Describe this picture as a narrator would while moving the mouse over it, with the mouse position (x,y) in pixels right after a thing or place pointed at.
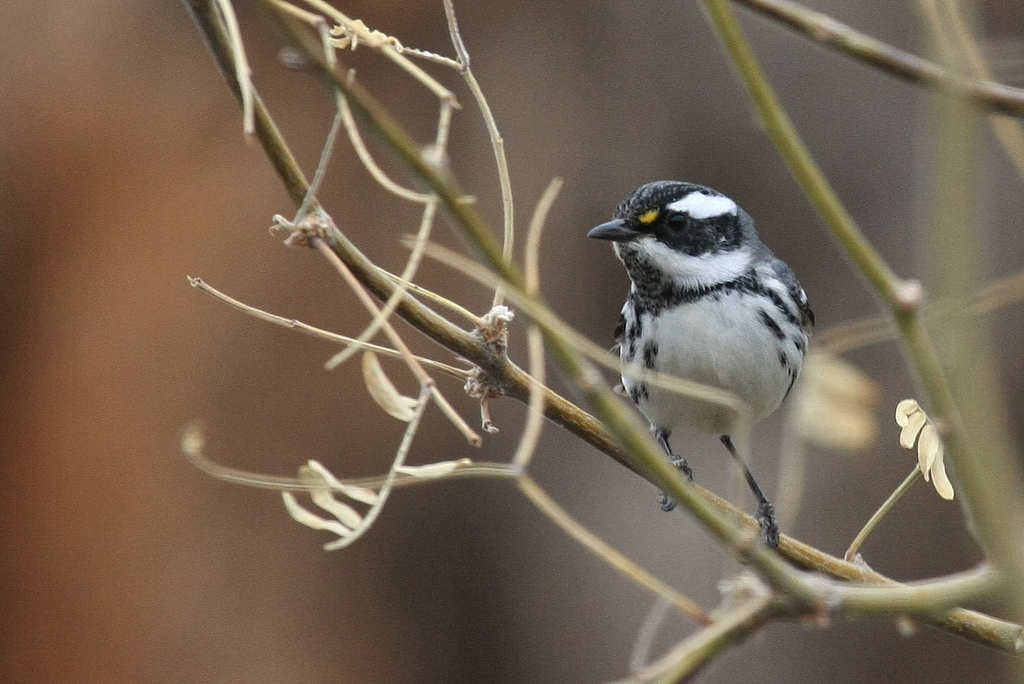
In this image there is a bird (624,387) standing on the branches (696,646).
